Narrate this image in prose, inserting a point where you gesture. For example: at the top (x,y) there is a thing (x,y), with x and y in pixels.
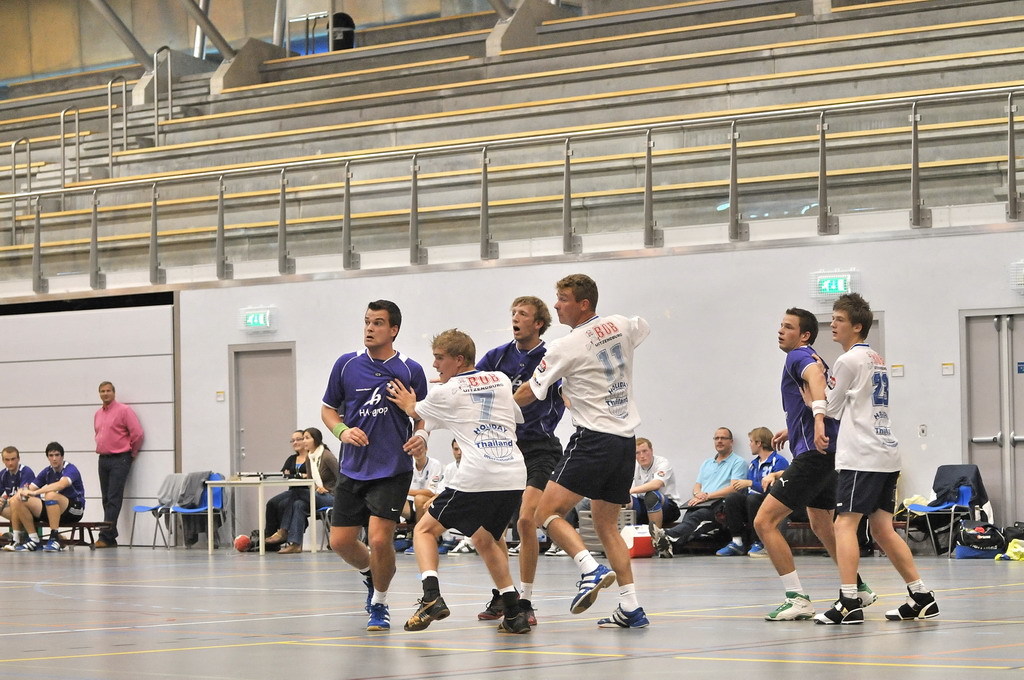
In this picture, we can see a few people (34,490) sitting and few (616,379) are standing, we can see the ground (410,582) with some objects (965,553) on it like chairs (182,510), table (270,475), bags (964,540) we can see some objects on the table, bag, we can see stairs (45,231), fencing (476,148), and we can see some objects (343,24) on the stairs (330,62), we can see the wall (249,295) with doors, and some objects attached to it.
